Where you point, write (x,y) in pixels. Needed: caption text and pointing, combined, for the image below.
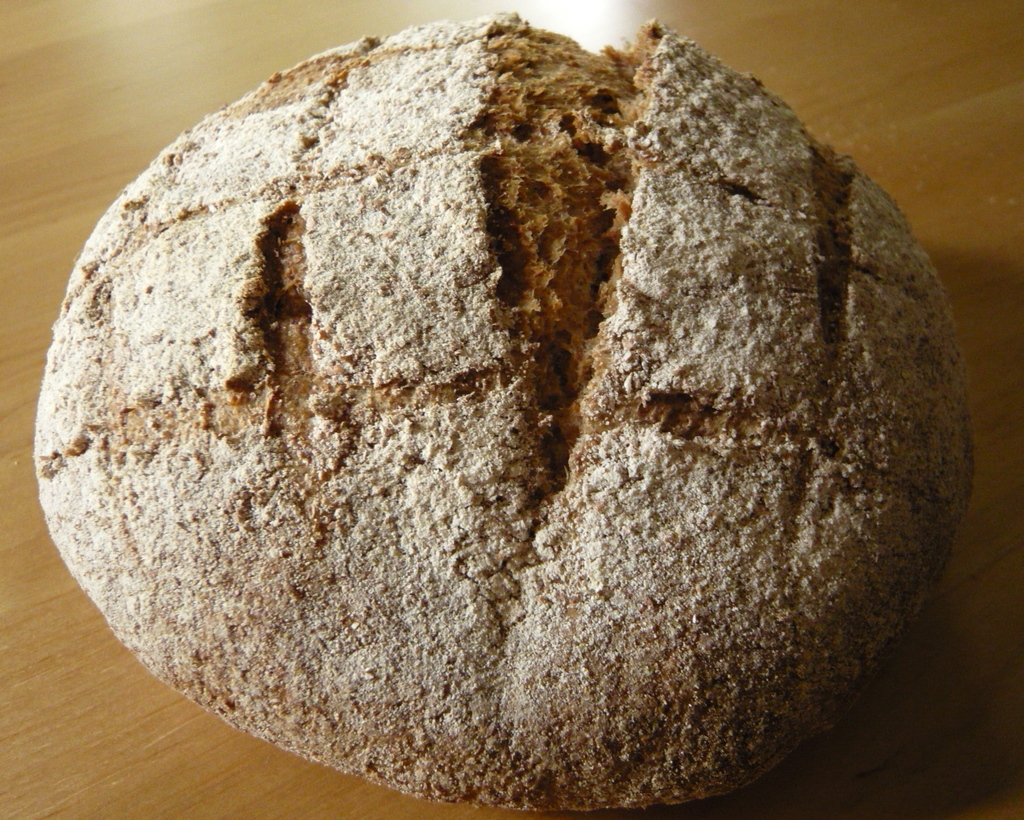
In the image there is a bread (307,80) kept on a wooden surface (339,1).
